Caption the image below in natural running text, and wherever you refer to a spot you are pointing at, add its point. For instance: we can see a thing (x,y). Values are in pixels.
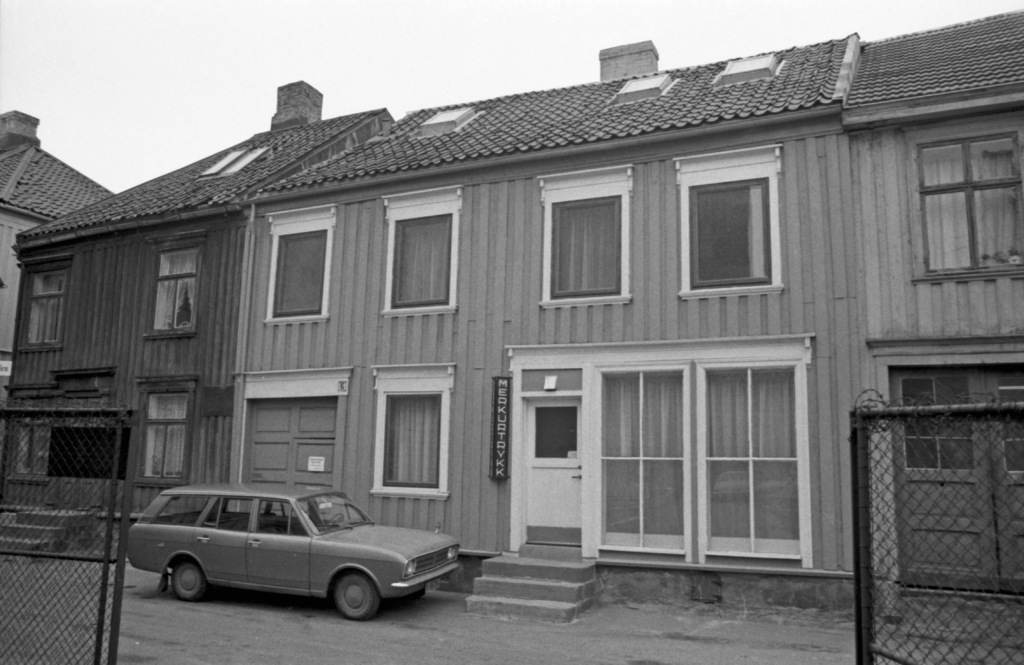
It looks like a black and white picture, we can see the fence (16,548) and a vehicle (270,556) on the road (439,636). Behind the vehicle (260,515), there are buildings (543,363) with windows (741,272) and the door (544,438). Behind the buildings (161,183) there is the sky (254,51).
